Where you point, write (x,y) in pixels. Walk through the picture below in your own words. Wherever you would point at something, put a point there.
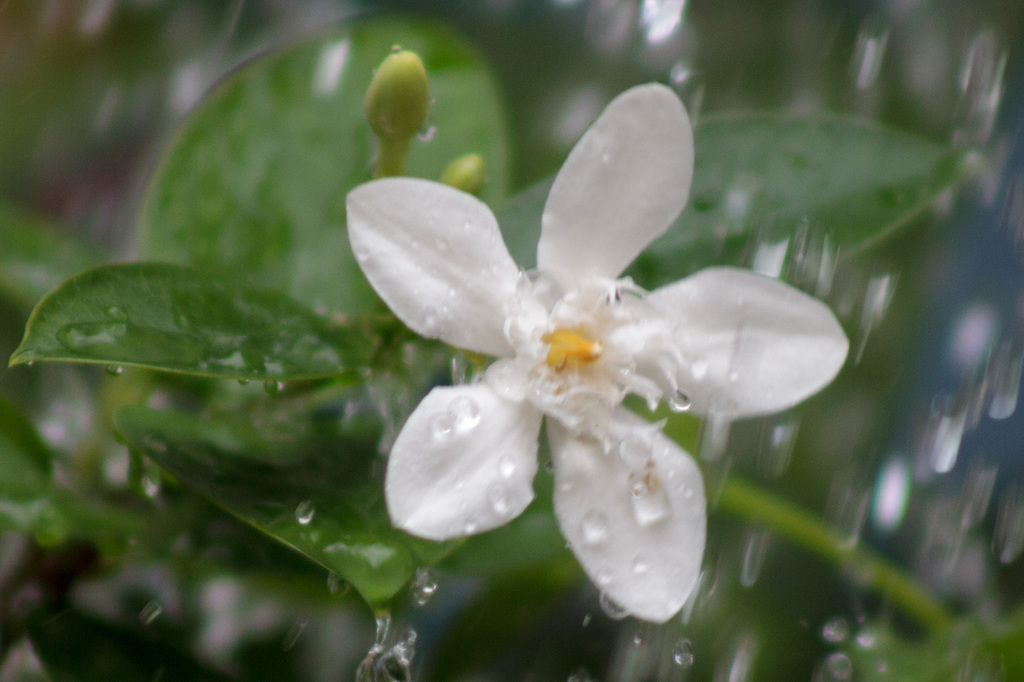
There is a white color flower (536,315) with leaves (393,355). On that there are water droplets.
